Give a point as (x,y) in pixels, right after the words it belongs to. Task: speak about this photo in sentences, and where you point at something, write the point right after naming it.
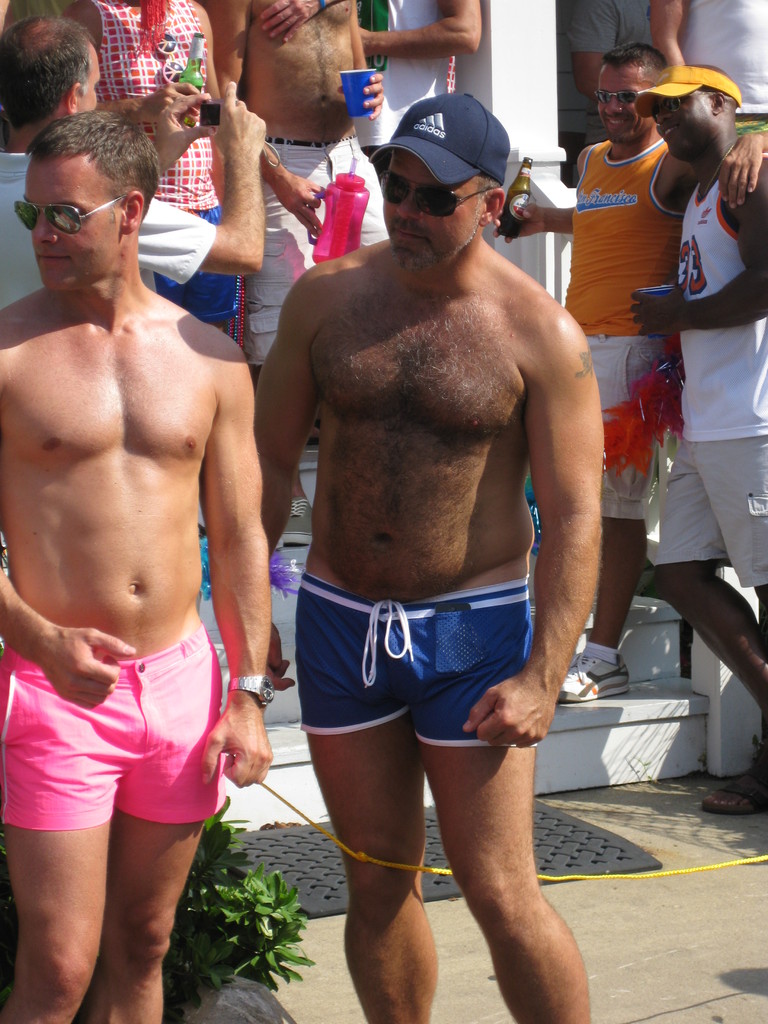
Here we can see people (621,228). These people (637,241) are holding bottles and cups (356,90). In-front of these steps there is a plant (203,884) and mat (309,853). This is rope (339,843).
